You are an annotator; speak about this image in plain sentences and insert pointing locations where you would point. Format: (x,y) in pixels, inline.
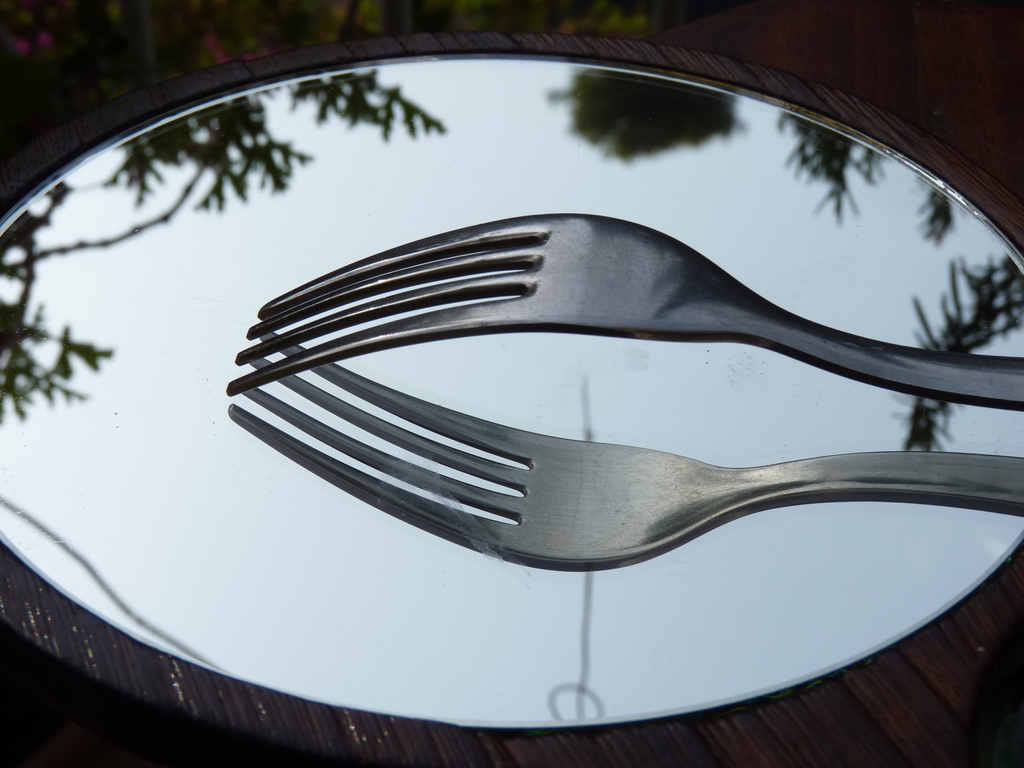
In this picture I can see a fork (264,357) on the mirror (374,437) and I can see reflection (432,460) of trees (112,181) and a fork (449,455) on the mirror (374,437).
